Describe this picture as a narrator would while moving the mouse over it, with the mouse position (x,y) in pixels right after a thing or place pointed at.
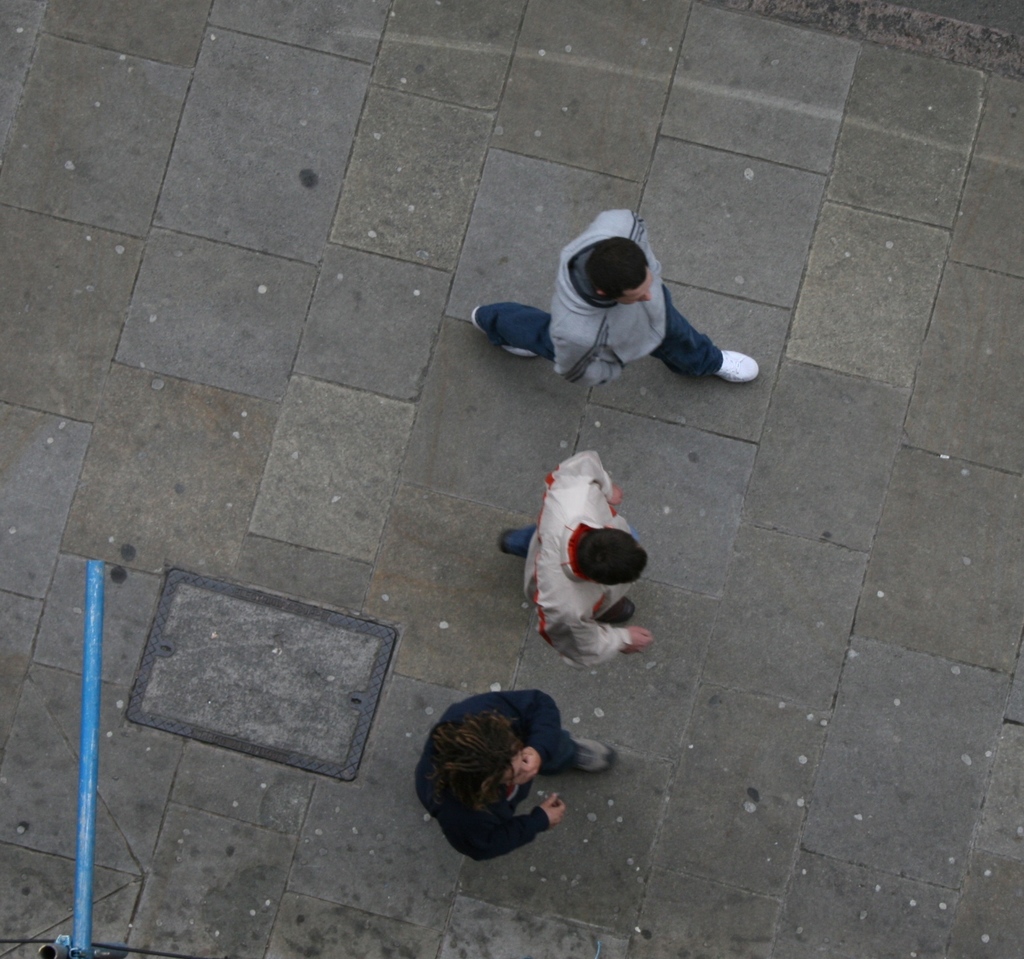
In this image I can see three persons (588,350) walking. In front the person (594,330) is wearing gray shirt (588,370), blue jeans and the person (565,525) in the middle (556,482) is wearing cream shirt (561,507) and blue pant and I can see a pole (102,579) in blue color.
